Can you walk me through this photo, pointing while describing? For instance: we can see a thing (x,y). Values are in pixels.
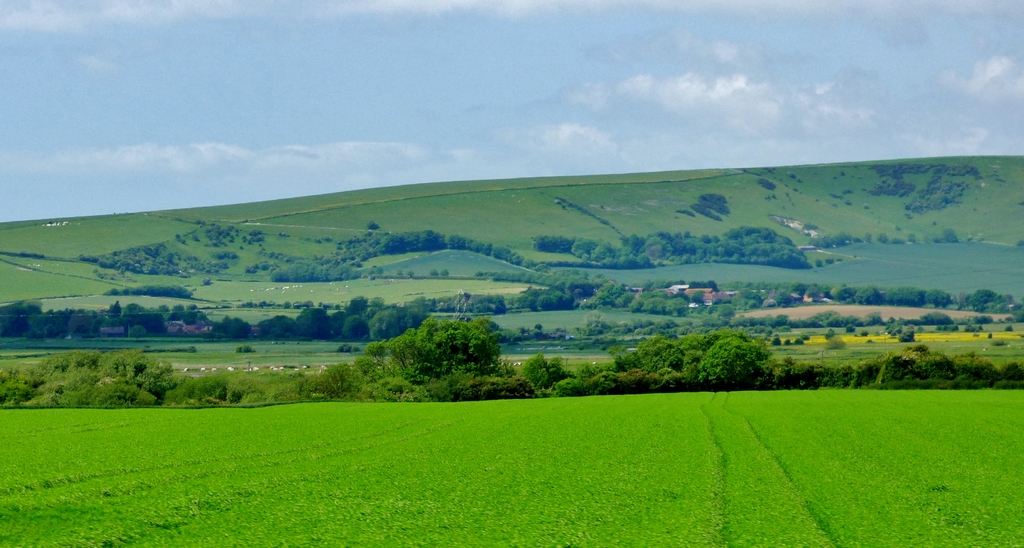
In the foreground of this image (398,450), there is greenery (720,470). In the background (588,392), there are trees (233,323), few buildings (696,303) and greenery (708,207) on the slope surface (867,167). On the top (398,80), there is the sky (465,83) and the cloud (670,83).
